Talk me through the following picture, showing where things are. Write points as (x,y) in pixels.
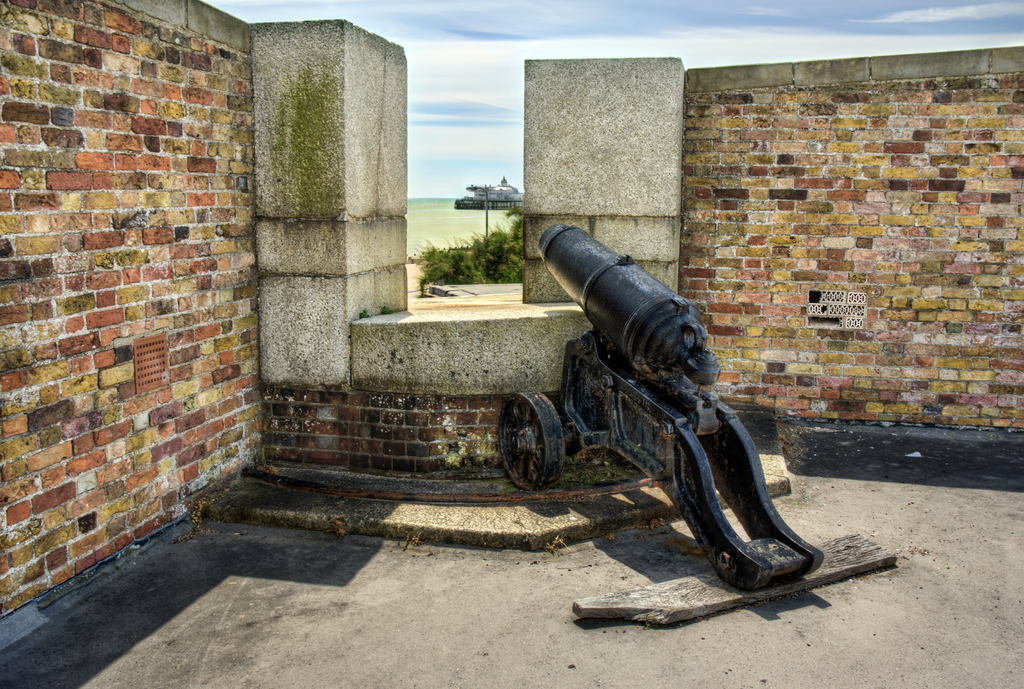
In this image I can see the cannon (579,428) in black color, background (929,280) I can see the wall (646,80) in white and brown color. I can see the building (504,190) and the sky (498,105) is in blue and white color.
